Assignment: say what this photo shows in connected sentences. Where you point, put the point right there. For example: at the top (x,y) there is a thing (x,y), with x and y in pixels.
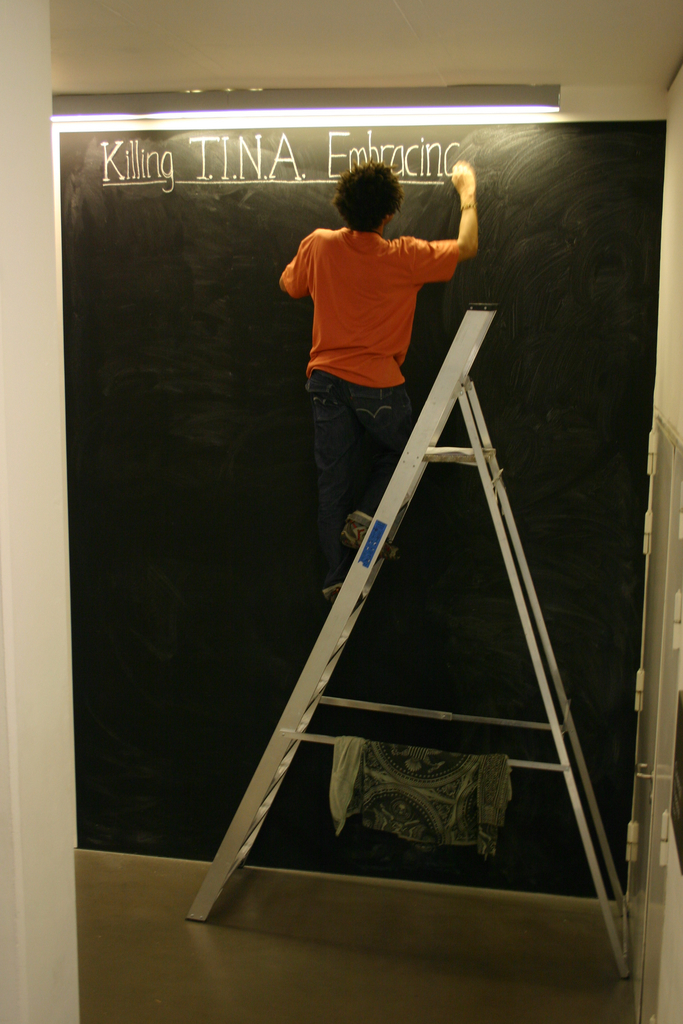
In this picture there is a boy (410,284) wearing orange color t-shirt (361,333) standing on the silver ladder (416,424) and writing something on the blackboard (266,159).
